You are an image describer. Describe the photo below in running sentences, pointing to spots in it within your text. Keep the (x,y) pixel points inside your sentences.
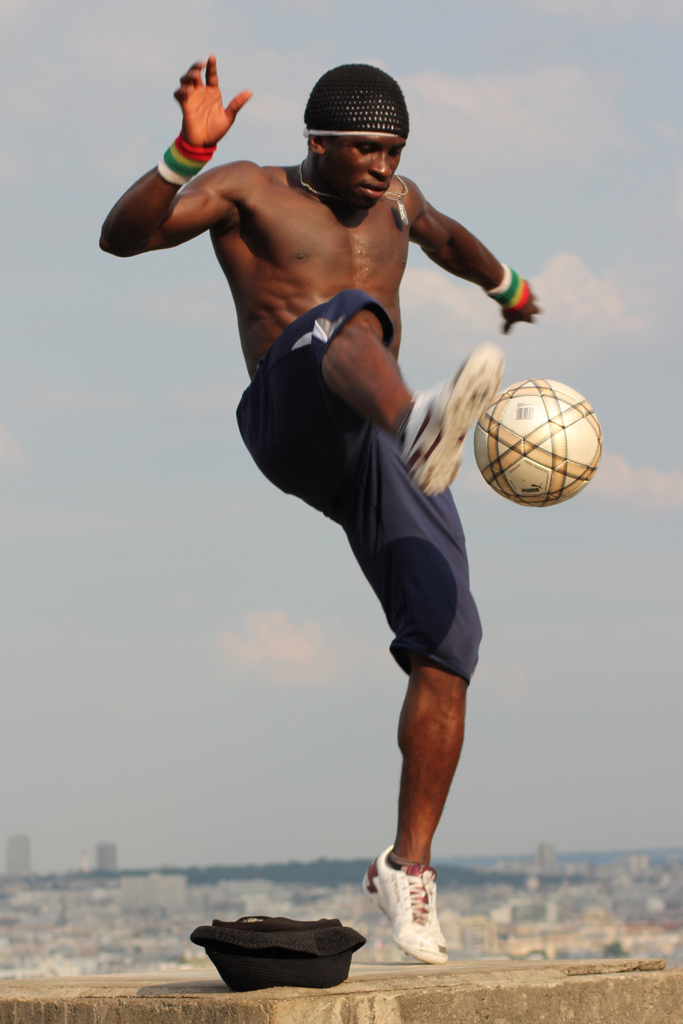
In this picture man (375,169) is seen playing with the football (525,416). In the background (98,485) there is a sky (133,458), clouds (594,298) and on the floor (280,1003) there is one hat (268,968) which is black in colour.
